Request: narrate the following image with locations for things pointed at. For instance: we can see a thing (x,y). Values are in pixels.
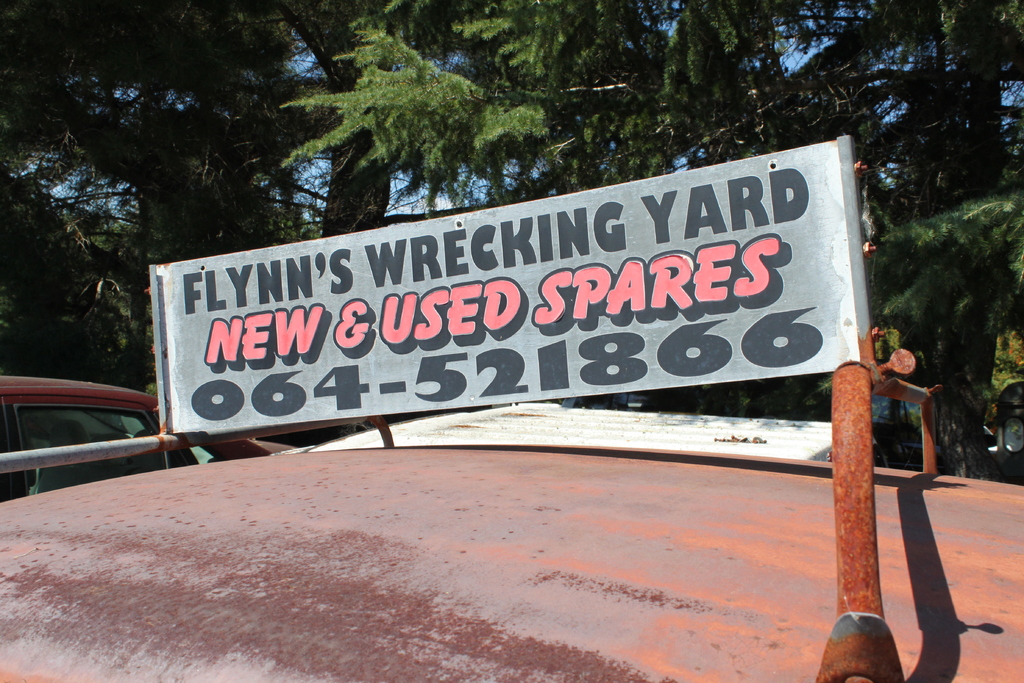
In the center of the image (584,343) we can see an advertisement board (637,312) on the car (101,515). In the background (54,413) we can see car (43,396), trees (176,97) and sky (419,190).
